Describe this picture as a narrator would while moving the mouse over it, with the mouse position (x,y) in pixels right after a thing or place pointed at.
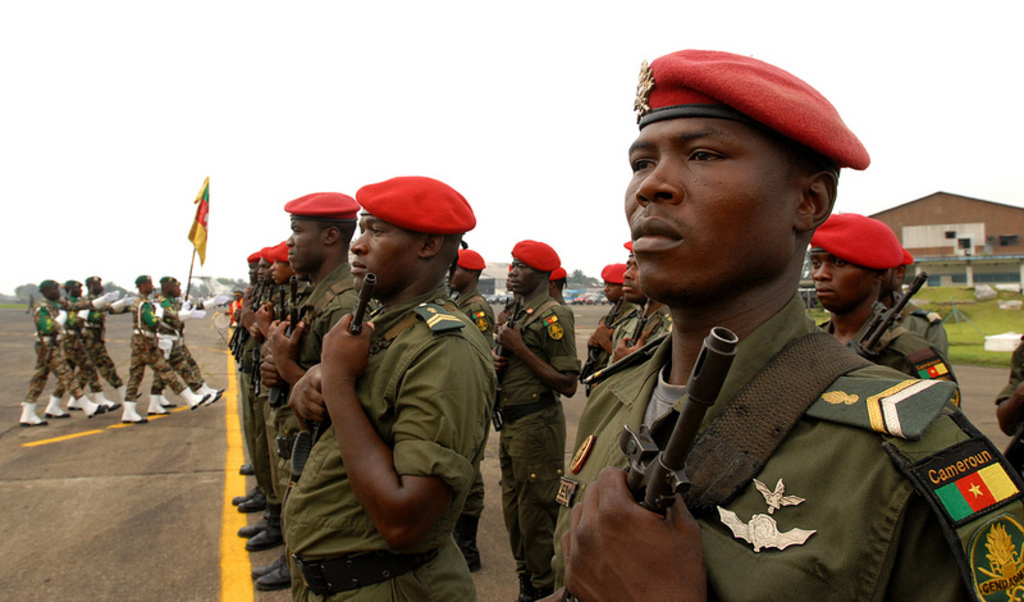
In this image I can see a crowd (590,515) on the ground (560,400) and are holding guns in their hand (602,536). In the background (1011,320) I can see grass (1023,324), buildings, fleets of cars (580,300) and trees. At the top (271,133) I can see the sky (396,113). This image is taken during a day on the ground (141,488).
